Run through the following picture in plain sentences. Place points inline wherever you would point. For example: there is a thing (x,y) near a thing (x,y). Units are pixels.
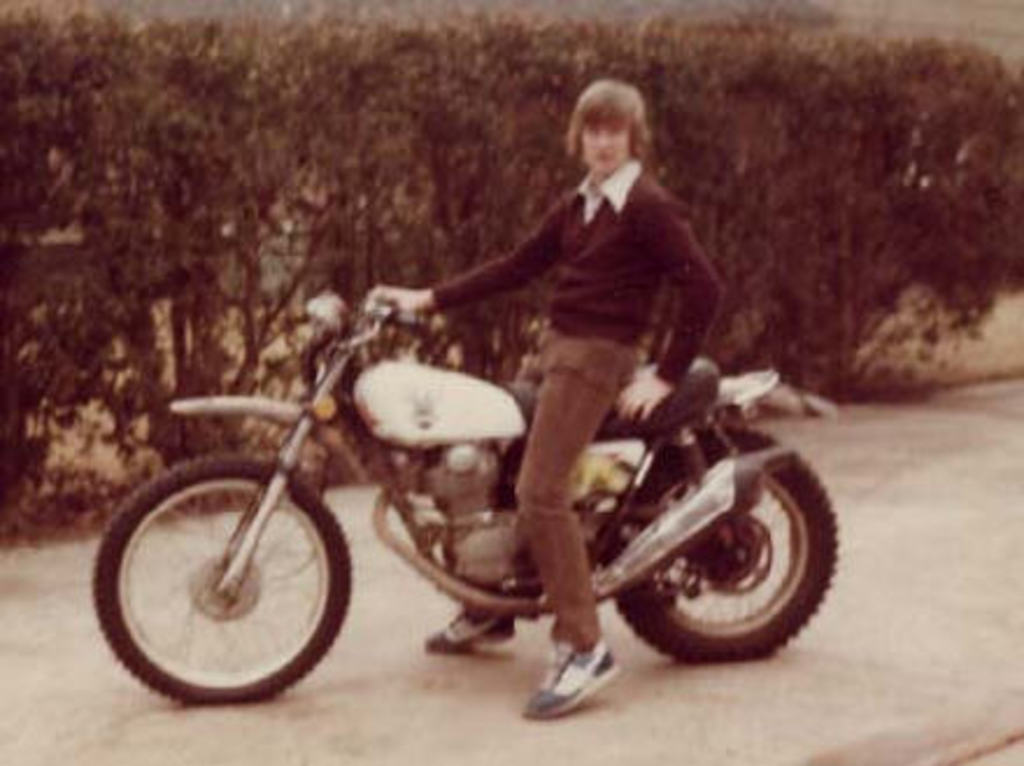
In this picture we can see a man (555,548) sitting on a motorbike (495,399) and this bike (489,515) is on the road (311,684) and in the background (681,92) we can see trees (738,76).
